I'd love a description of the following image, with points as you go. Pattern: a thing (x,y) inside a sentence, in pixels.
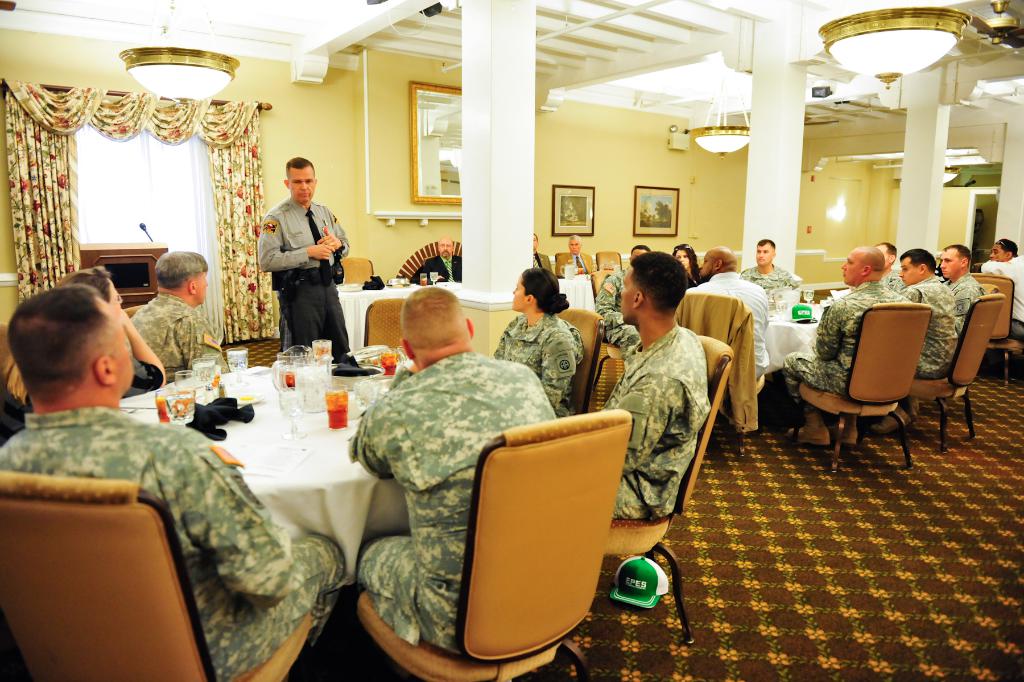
In this image I can see number of people (877,251) are sitting on chairs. Here I can see a man (313,189) is standing. In the background (616,233) on this wall (631,166) I can see few frames (562,209), a curtain (243,191) on this window (83,147).
